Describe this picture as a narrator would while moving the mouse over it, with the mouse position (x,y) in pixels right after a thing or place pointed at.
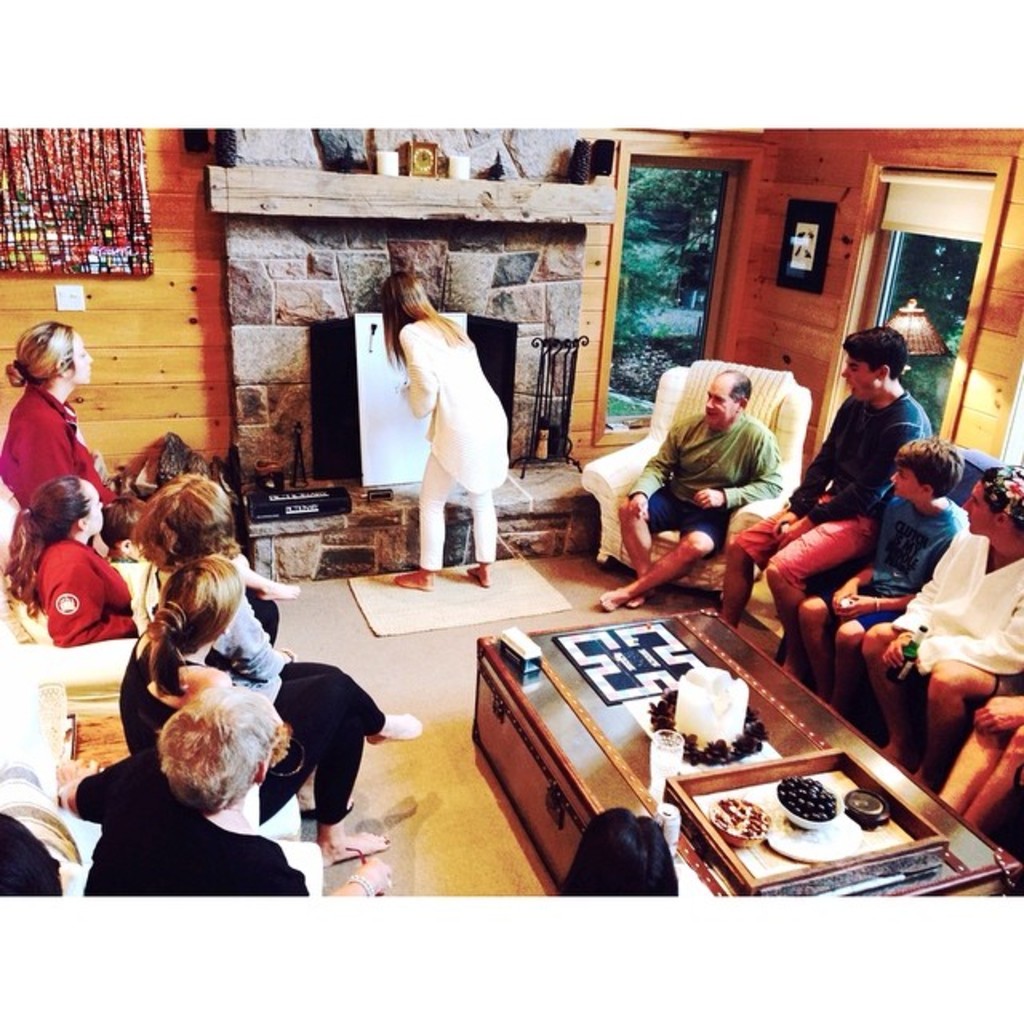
There is a group of people (810,626). They are sitting on a chairs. In the center (412,350) person (411,334) is standing. There is a table (726,888). There is a glass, bowl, grapes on a table (704,766). We can see in background (186,351) wooden wall (148,326), glass door (942,298), fireplace (287,351), lamp (919,316) and wall (763,257).
